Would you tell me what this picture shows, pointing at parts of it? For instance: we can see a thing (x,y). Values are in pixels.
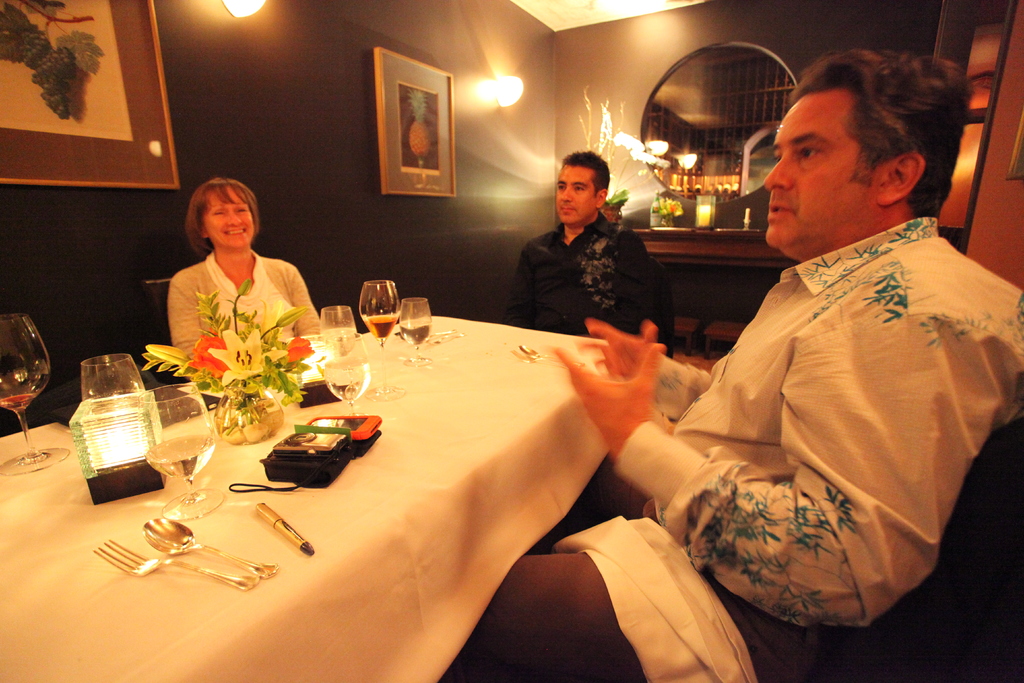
In this image I see a woman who is smiling and I see 2 men (576,188) and all of them are sitting and there is a table (75,571) on which there are many glasses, a light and spoon (274,571) and a fork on it. In the background (630,157) I see the photo frames (70,16), lights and a plant (613,142).
